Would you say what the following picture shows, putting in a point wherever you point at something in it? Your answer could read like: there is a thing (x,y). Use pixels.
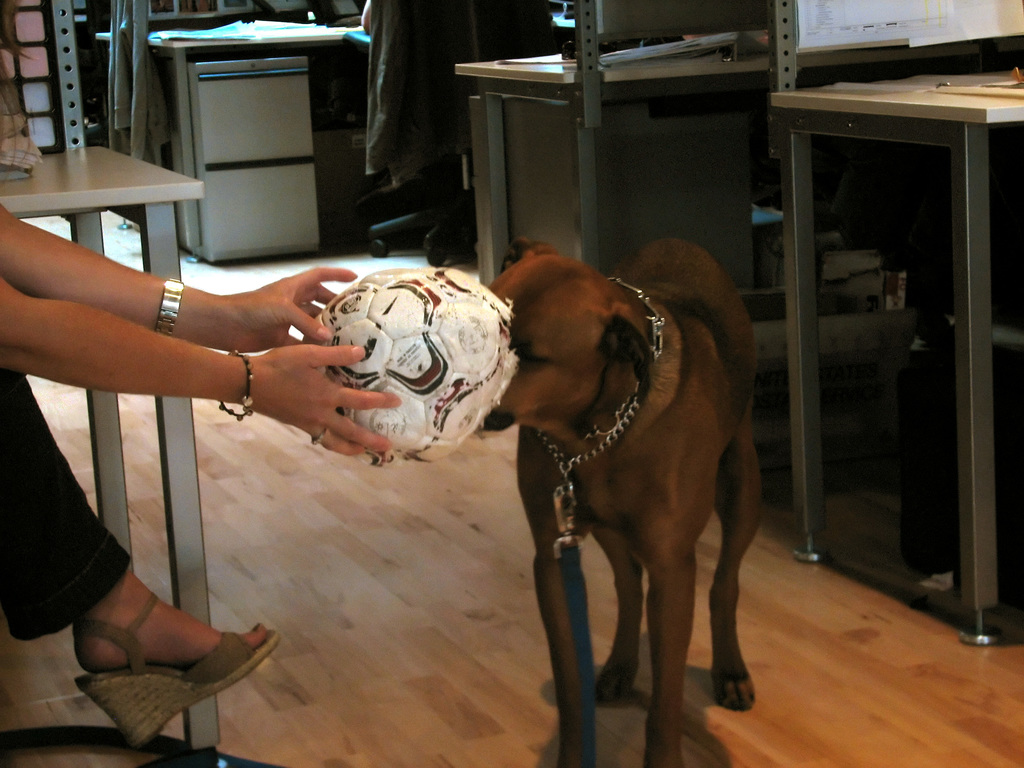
This dog (615,383) is in brown color. This person (235,356) is holding a ball (443,295) near his dog (529,358). These are tables (804,112), on this tables (776,101) there are papers (917,21). On this chair (394,202) there is a jacket (450,64).
